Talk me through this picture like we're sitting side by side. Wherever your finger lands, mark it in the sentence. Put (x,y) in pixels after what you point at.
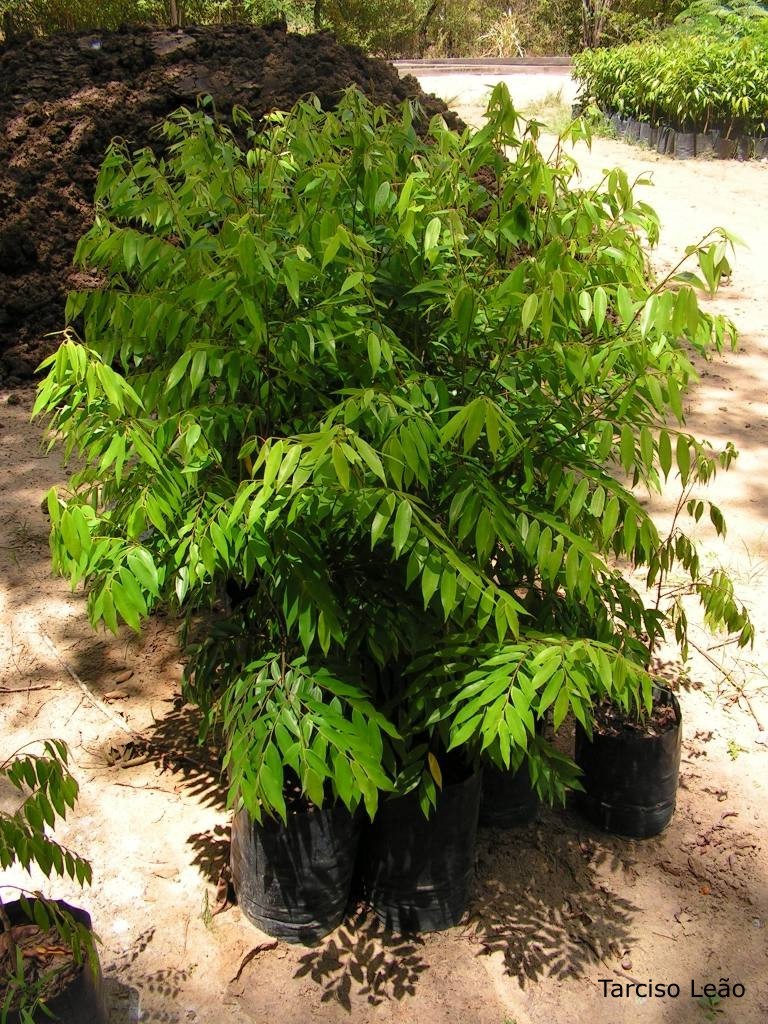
In this picture I can see there are few plants (280,655) and there is black soil (150,66) in the backdrop (156,54) and there are few more plants (670,87) on to right side (710,74) and there are trees (430,13) in the backdrop (279,13).
